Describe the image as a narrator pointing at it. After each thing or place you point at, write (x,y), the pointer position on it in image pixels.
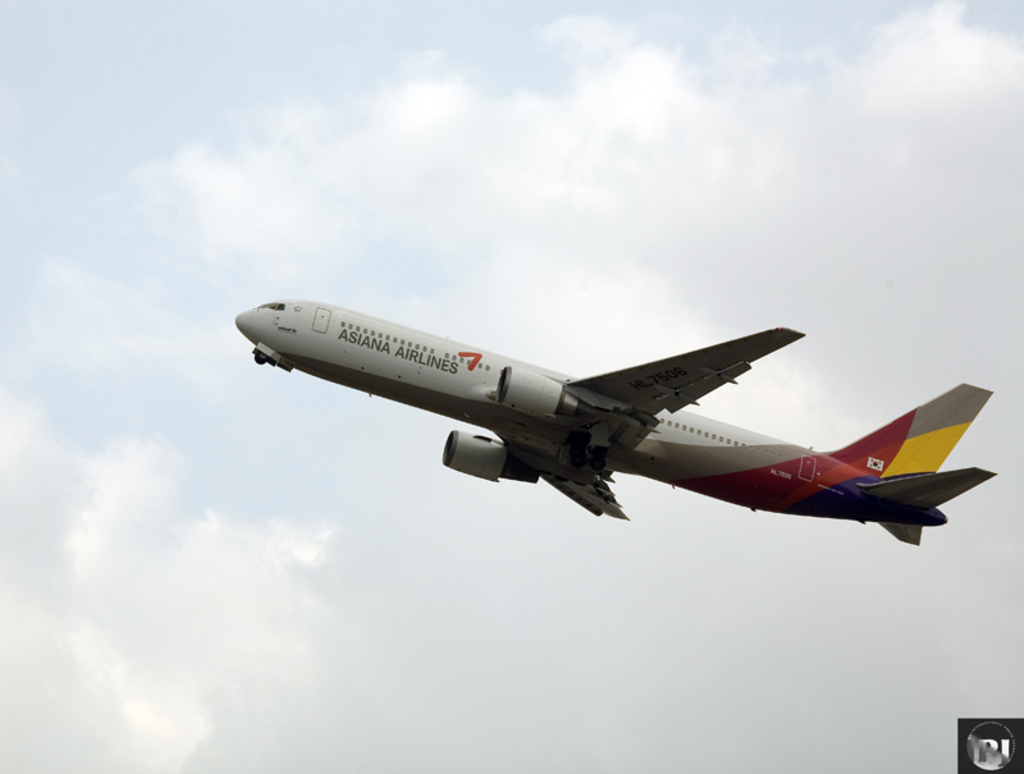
Here we can see an aeroplane (455,381) flying in the sky (514,307). In the background (497,245) there are clouds (497,245) in the sky (586,657).
